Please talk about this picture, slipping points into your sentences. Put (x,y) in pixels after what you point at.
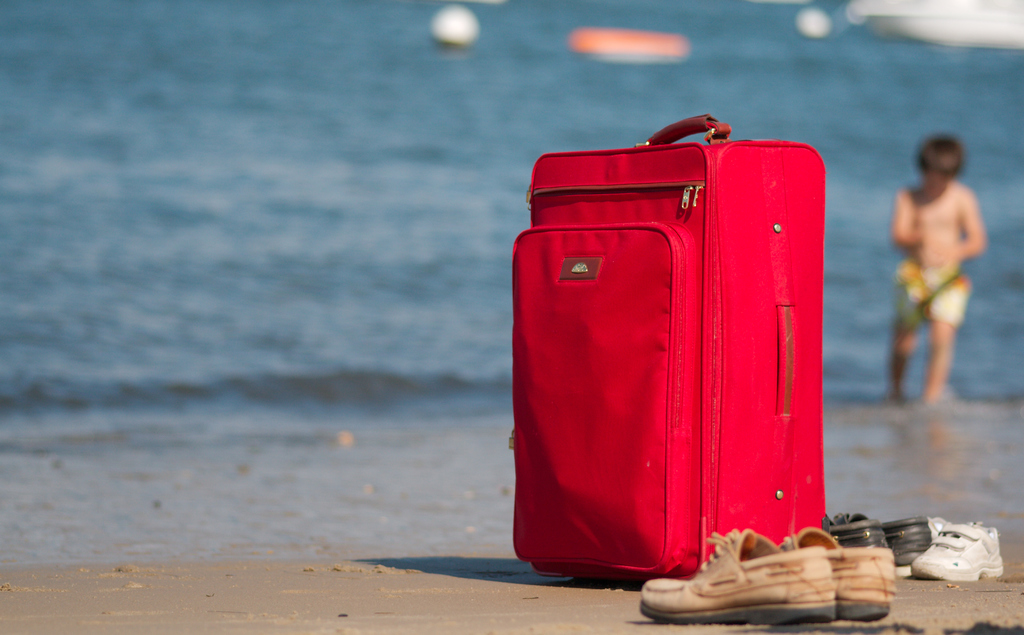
The picture is clicked on a sea (421,406) where there is a red bag (577,328) placed on the floor (254,496) and pair of shoes (842,519). In the background (925,210) we find a kid (972,231) playing with water (396,416).
